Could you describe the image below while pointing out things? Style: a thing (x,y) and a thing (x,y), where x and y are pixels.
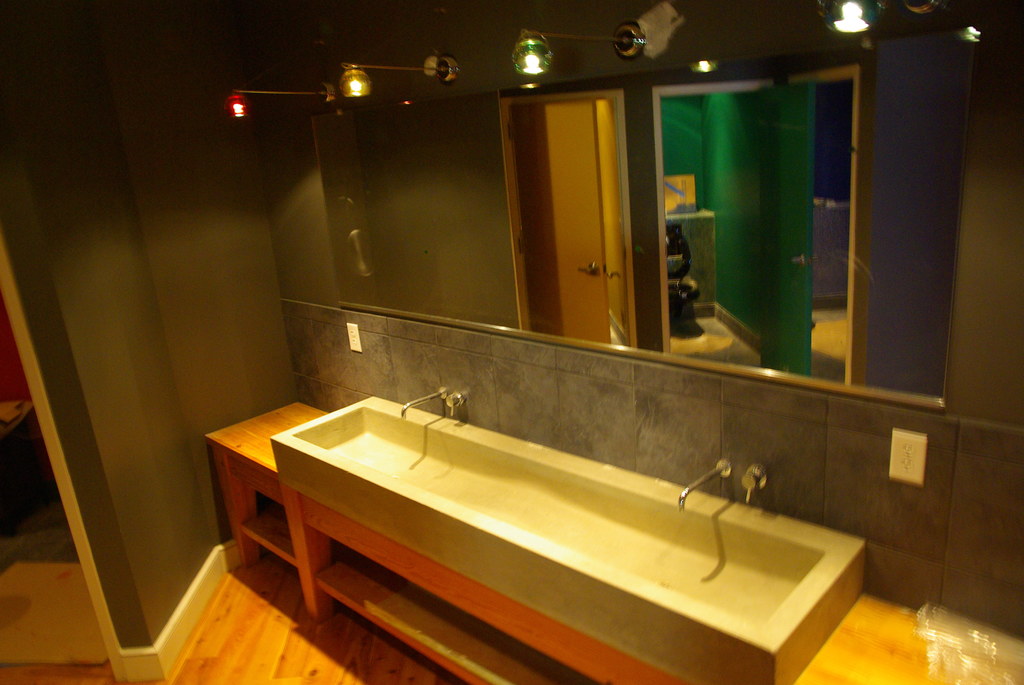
It is a washroom (532,479) there is a wash basin (543,492) and in front of the wash basin (395,445) there is a big mirror (563,284) and above the mirror (477,254) there are colorful lights (343,80) and on the left side (123,363) there is a wall (124,279).
